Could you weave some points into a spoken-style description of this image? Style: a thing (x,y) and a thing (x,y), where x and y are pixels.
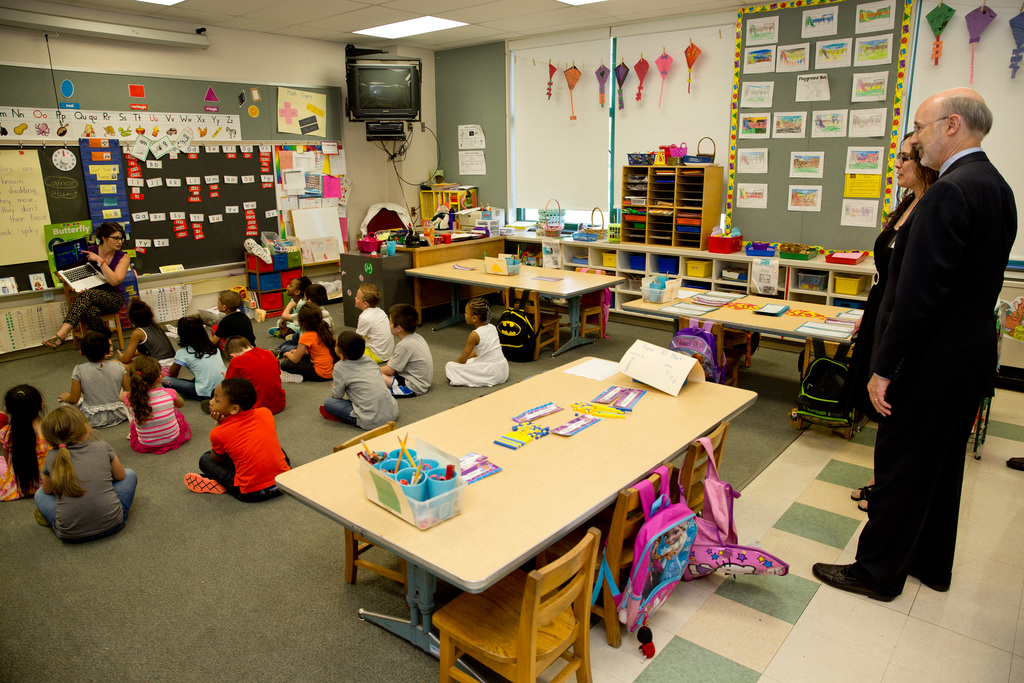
There are few children (265,349) sitting on the floor (236,535), a woman (121,299) sitting on the chair (119,312) holding a laptop (75,282) and teaching the children (331,336). The man (912,305) and the woman (905,203) standing are listening. There are few glasses (408,467), papers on the table (654,425), there are two bags (682,527) attached to a chair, there are few papers (802,123) attached to the wall (784,183) and there are few kites (662,58) hanging to a pole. At the background (377,79) there is a television (401,80), at the top there is a light (433,29).
